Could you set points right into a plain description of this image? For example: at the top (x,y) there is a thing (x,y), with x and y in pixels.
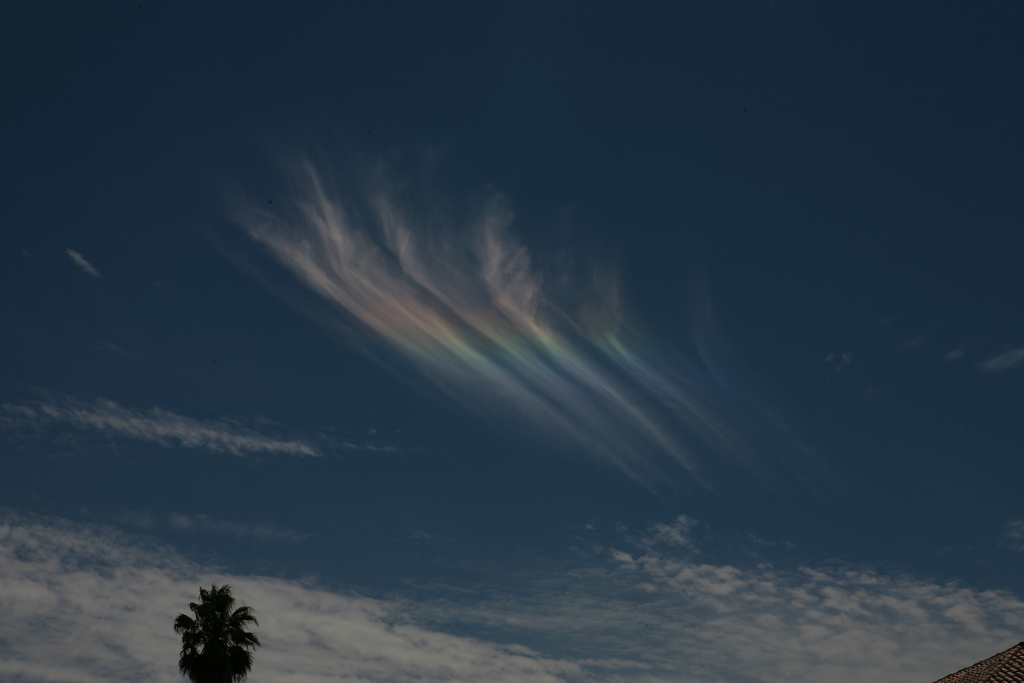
In this image, we can see a tree (233,621). In the background (732,357), there is a sky (324,157).
